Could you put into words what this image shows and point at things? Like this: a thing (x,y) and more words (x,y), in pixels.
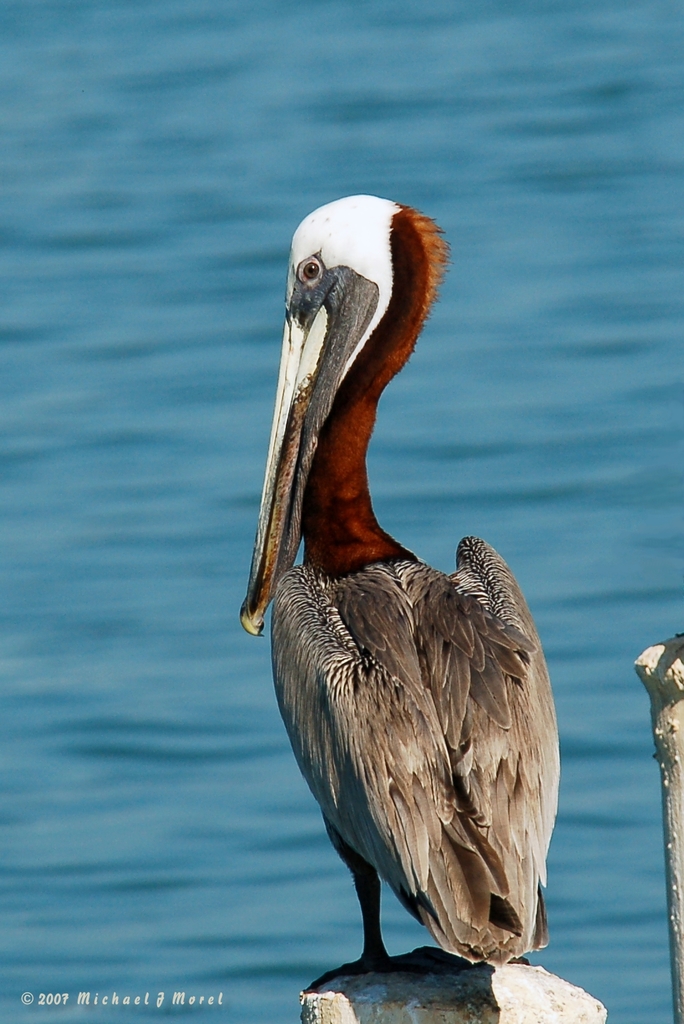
In the picture I can see bird (368,398). And behind the picture i can see water (379,146).
